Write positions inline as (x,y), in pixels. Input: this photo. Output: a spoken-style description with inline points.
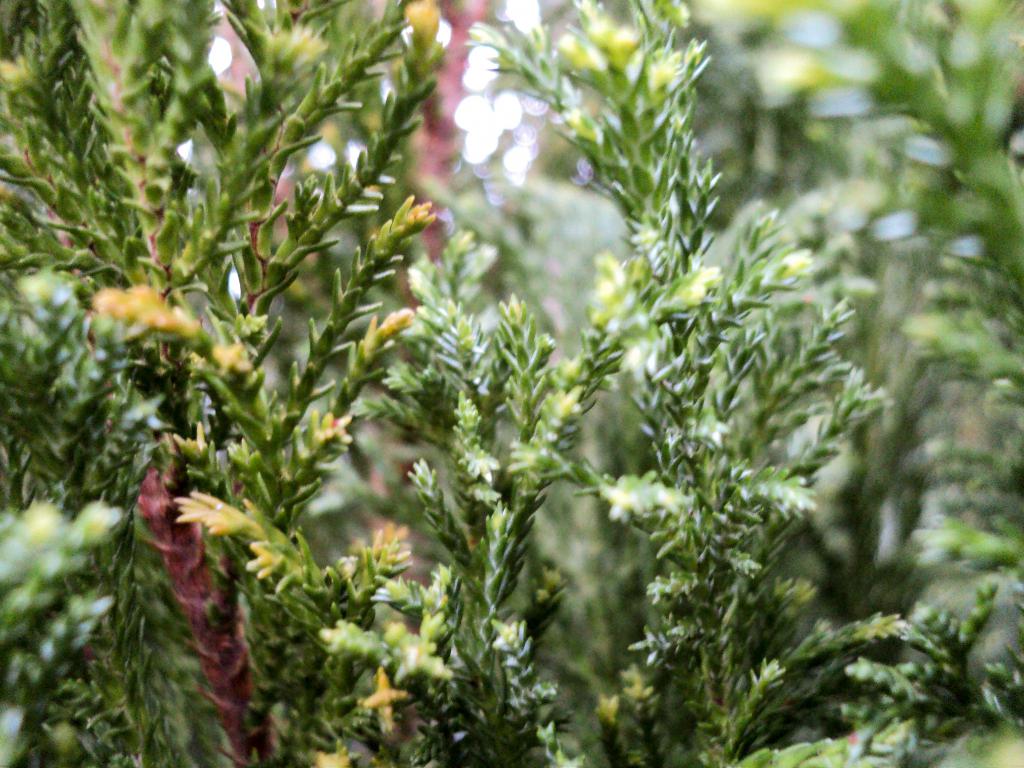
In this image we can see the stems (272,542) of a plant (456,557).
